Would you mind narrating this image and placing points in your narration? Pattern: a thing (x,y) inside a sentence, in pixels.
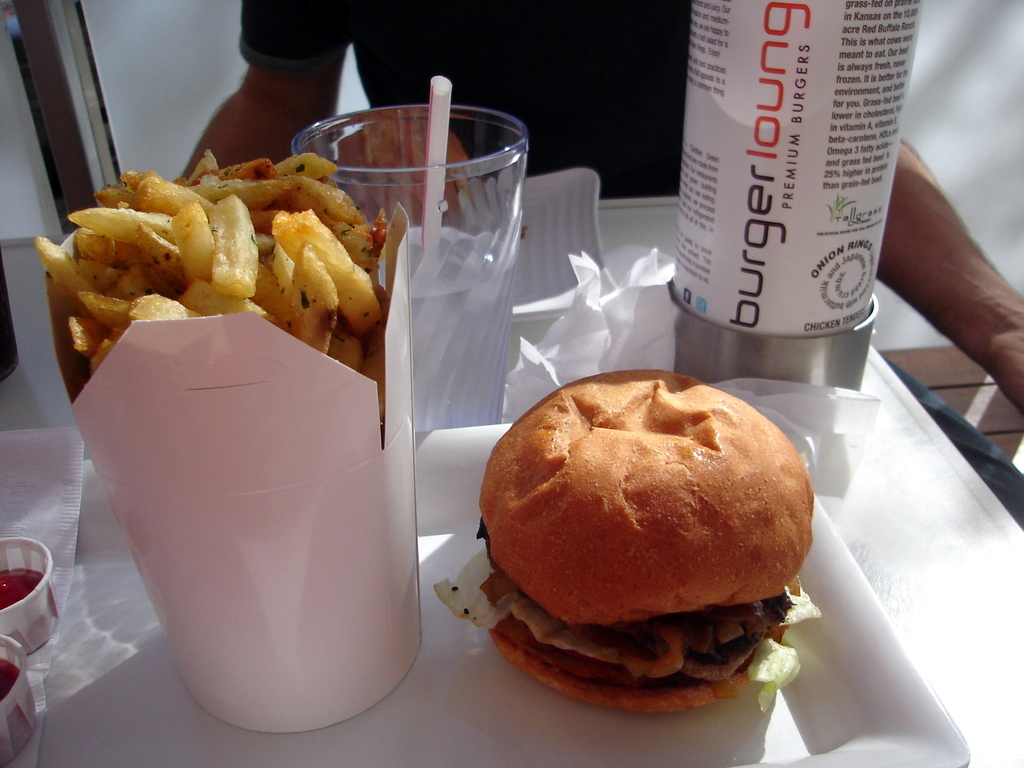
In this image in front (34,395) there is a table (977,734). On top of it there is a burger (718,689). There are french fries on a tray (79,559). There are sauces (12,602). There is a glass (459,221) with straw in it. There are tissues (59,457) and a few other objects (598,188). In front of the table (613,215) there is a person (625,42) sitting on the bench (962,385). In the background of the image (197,68) there is a wall (149,76). At the bottom of the image (100,632) there is a tray (88,620).
